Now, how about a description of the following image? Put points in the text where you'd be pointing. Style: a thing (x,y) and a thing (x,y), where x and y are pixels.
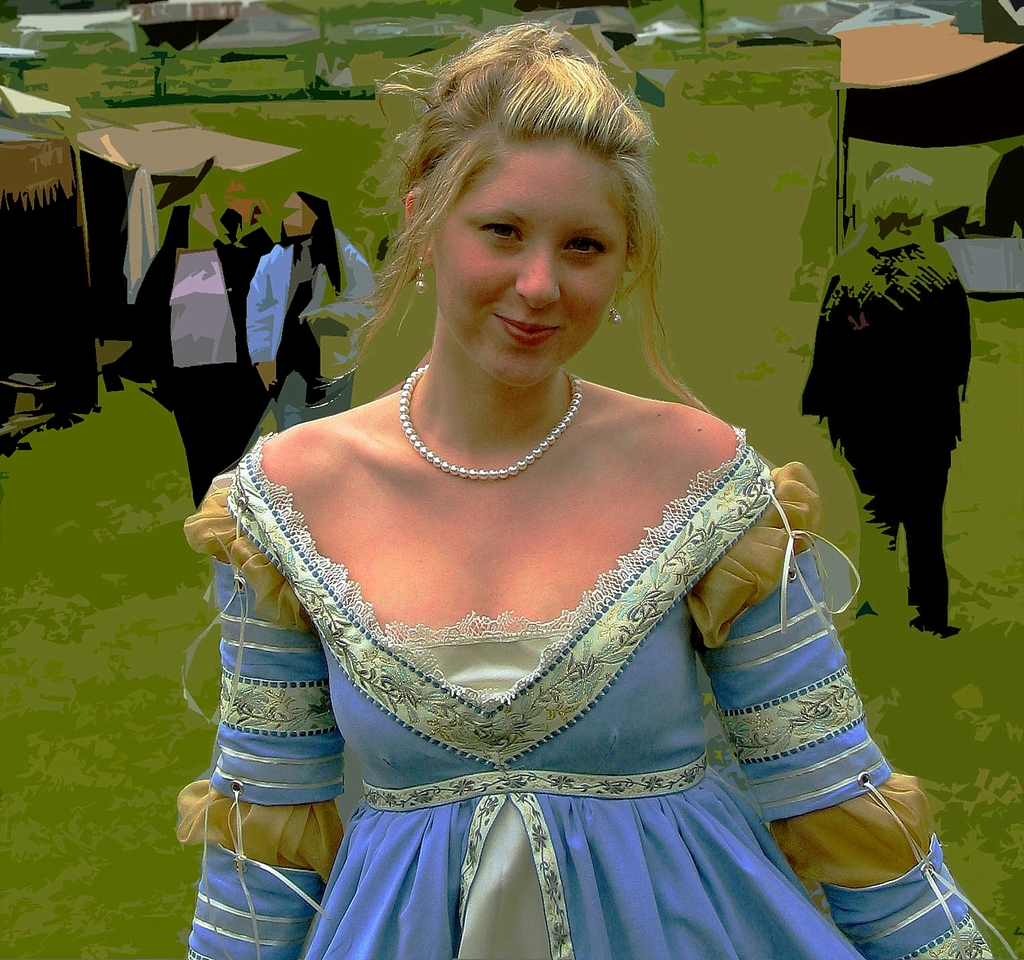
There is a woman (534,120) in blue color dress (660,753) smiling and standing. In the background (862,186), there is a painting (129,753) in which, there are persons (922,333) on the grass (169,540) on the ground (167,551) and there are other objects (141,12).
